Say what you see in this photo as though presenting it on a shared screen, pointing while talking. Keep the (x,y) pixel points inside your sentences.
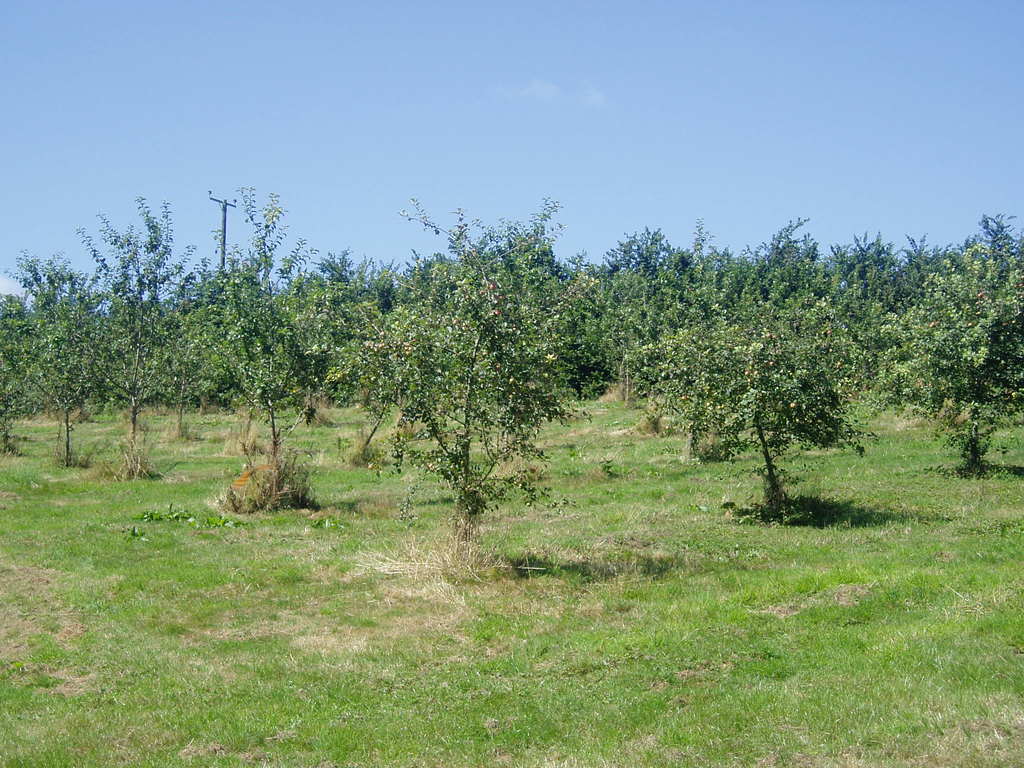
In this picture I can see trees (708,369) and grass (469,573) on the ground (722,463). I can see a pole (222,213) and a blue sky (698,190).
